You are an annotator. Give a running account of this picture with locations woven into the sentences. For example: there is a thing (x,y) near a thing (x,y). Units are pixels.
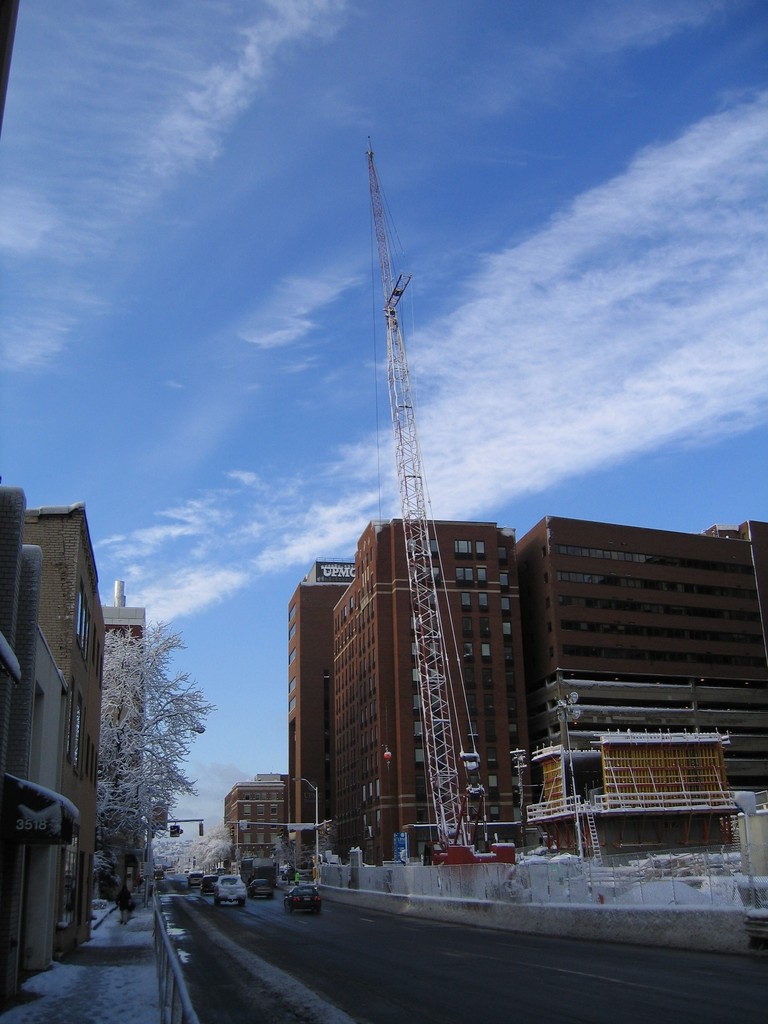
In the center of the image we can see a few vehicles (264,882) on the road (245,928). In the background (293,592), we can see the sky (595,514), clouds (186,527), buildings (751,616), poles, fences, trees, traffic lights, snow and a few other objects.
